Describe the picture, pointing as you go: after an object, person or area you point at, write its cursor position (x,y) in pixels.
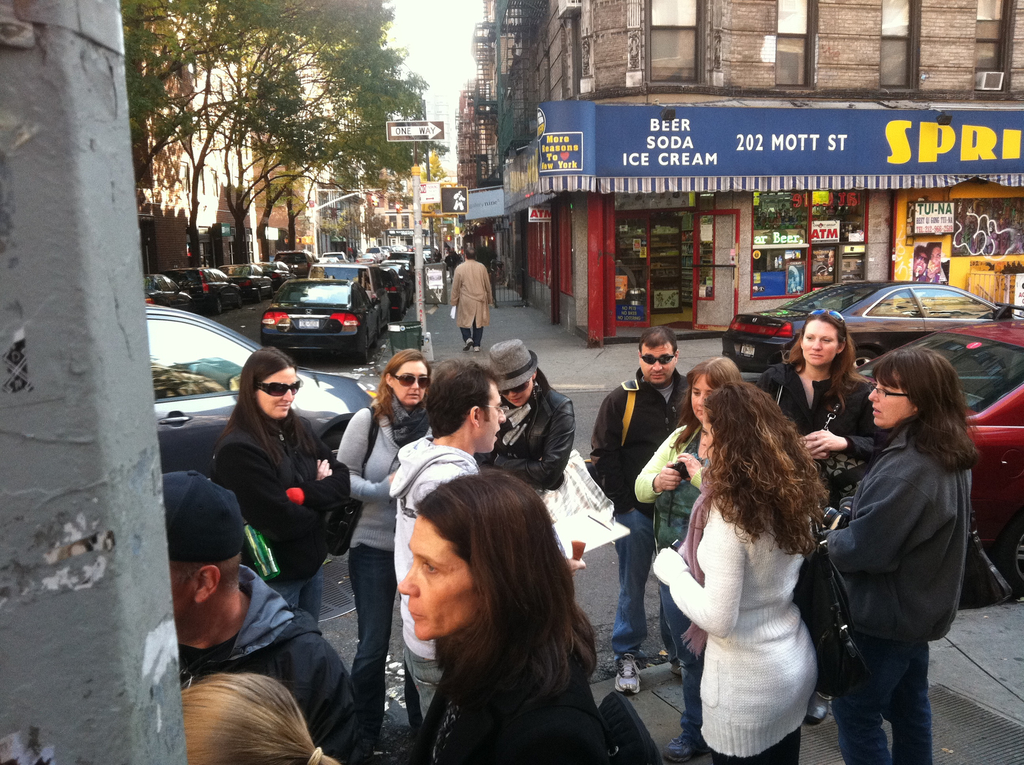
In this picture we can see a group of people (529,542) on the ground (388,757), here we can see vehicles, buildings (478,80) and trees (264,159).
